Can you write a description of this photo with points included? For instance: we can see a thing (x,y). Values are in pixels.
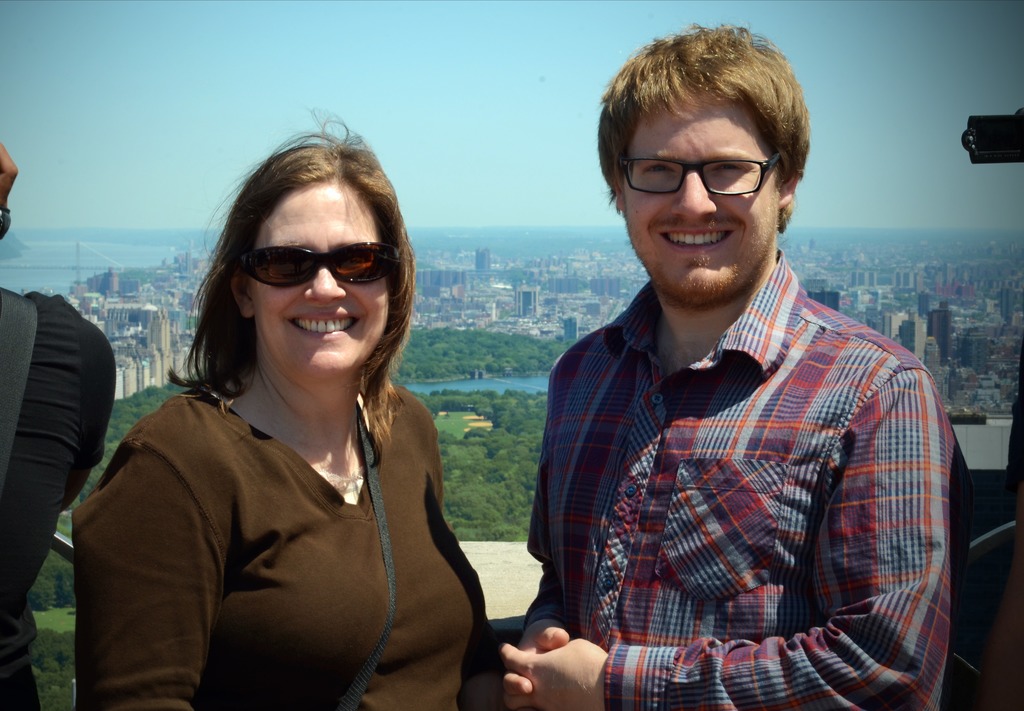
In this picture we can see two persons (654,153) mainly man (635,546) and woman (324,421) standing at some place and both of them are laughing and both wore spectacles (738,193) and man (617,193) wore shirt (613,412), woman (208,431) wore T Shirt (335,593) and the background (594,275) we can see so many buildings (421,280), sky (446,126), trees (478,415), water (470,382).
